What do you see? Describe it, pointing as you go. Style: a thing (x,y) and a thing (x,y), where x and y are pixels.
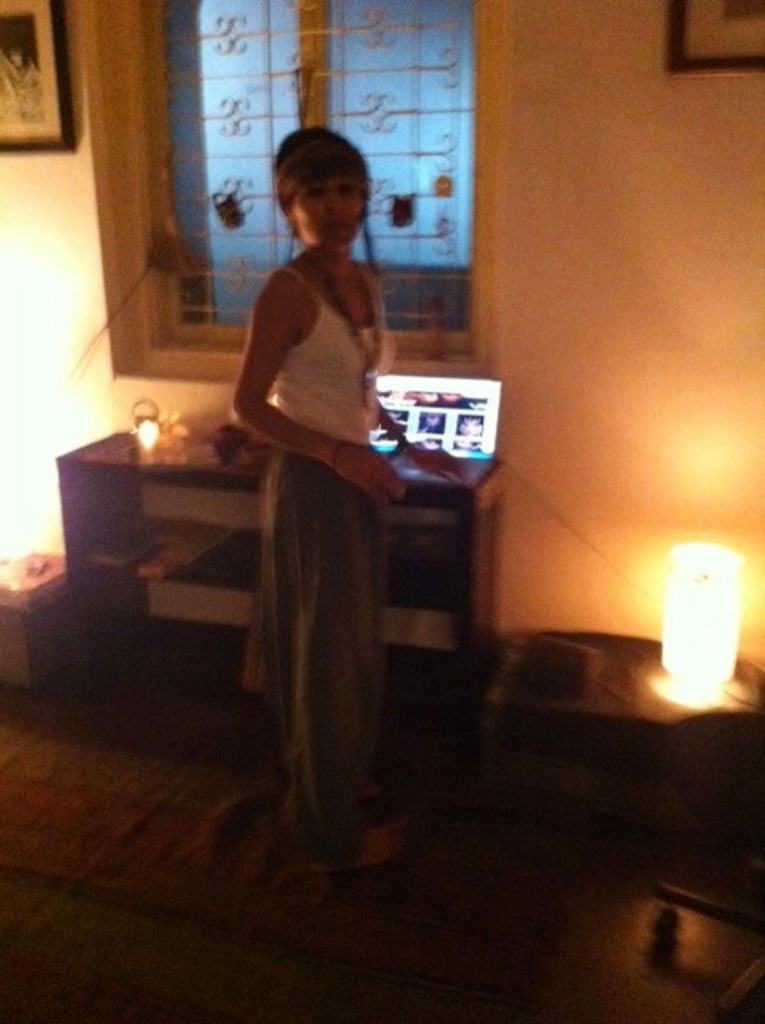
In this image i can see a person (301,531) standing, a lamp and a laptop (429,443). In the background (626,325) i can see a wall (563,175), window (309,96), photo frame (59,13) attached to a wall (78,117).
